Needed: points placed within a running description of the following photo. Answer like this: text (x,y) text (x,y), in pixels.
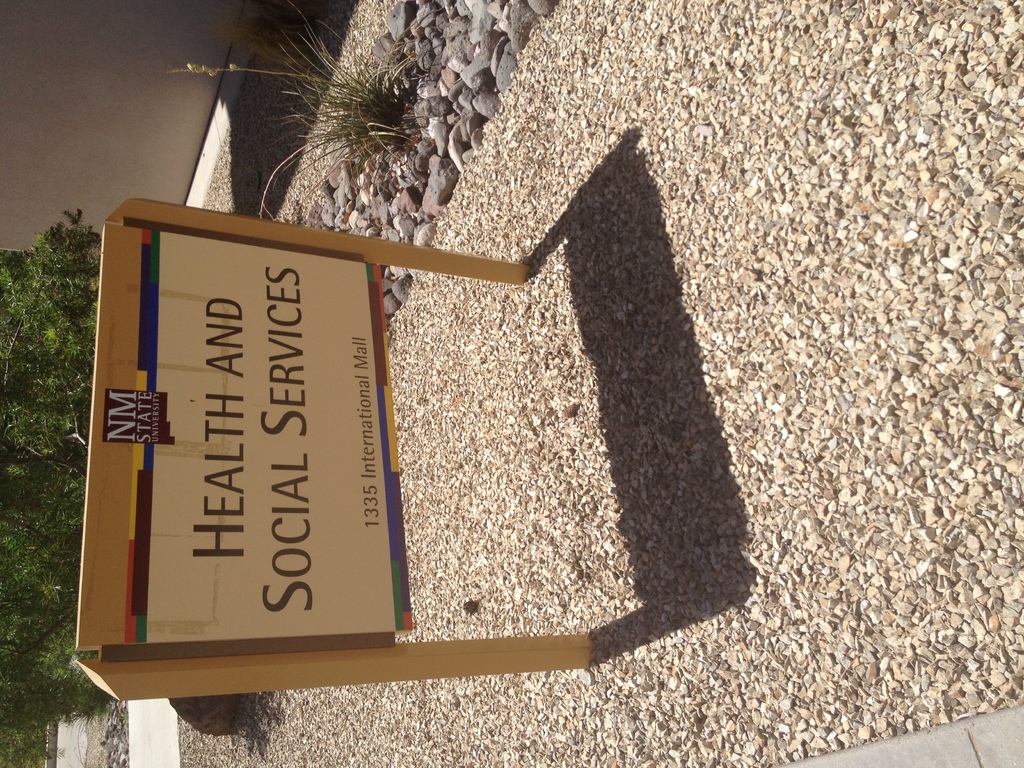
In this image we can see there is a board (156,339) with text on the stones (636,302). At the side there is a plant (323,106). And there is a wall (123,116), beside the wall (117,114) there are trees (75,564) on the ground (135,735).
